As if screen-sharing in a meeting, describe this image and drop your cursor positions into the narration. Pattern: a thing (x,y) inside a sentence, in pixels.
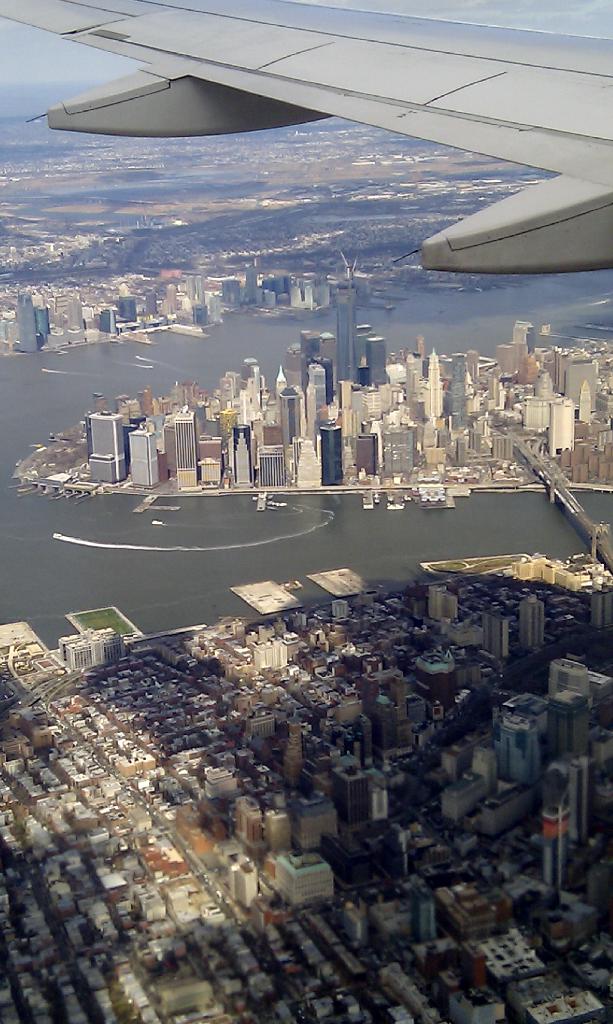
In this image we can see the aerial view of a city (231,659), there are buildings (297,663), there is an airplane wing (528,136), also we can see the river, and the sky (25,62).
